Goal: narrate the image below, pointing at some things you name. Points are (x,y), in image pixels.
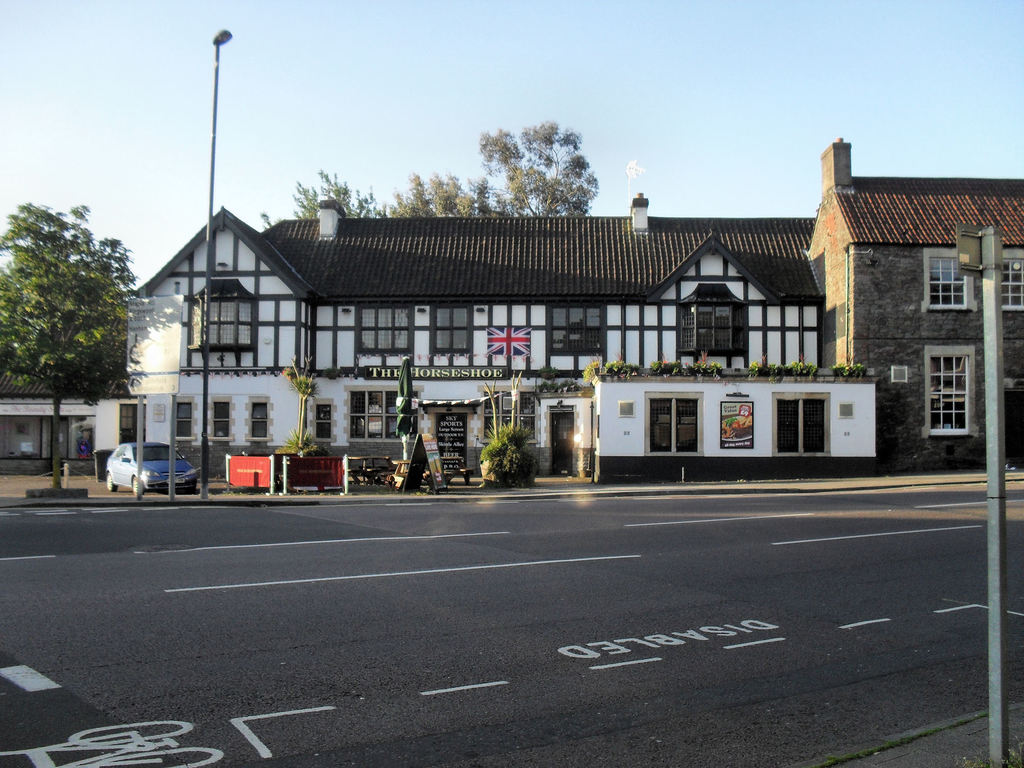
In this image we can see buildings (627,350), in front of the buildings (517,419) there are few trees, a car (149,456), few potted plants (498,433) on the road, there are boards (143,325), a street light (217,112), iron railings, trees (500,178) and sky (789,70) in the background (804,71).
